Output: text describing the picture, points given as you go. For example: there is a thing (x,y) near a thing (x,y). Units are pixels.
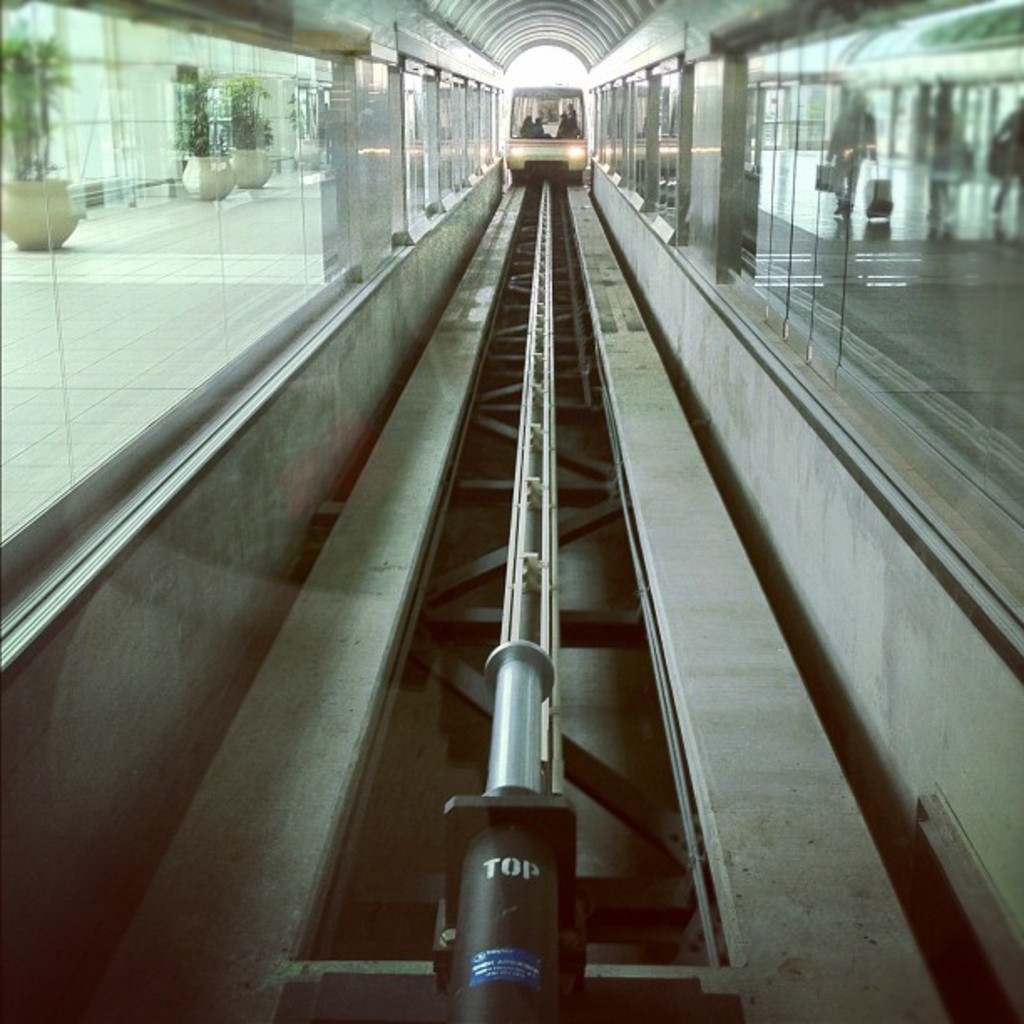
In this image I can see the train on the track (538,258) and I can see few glass walls (187,258). In the background (70,190) I can see few plants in green color.
